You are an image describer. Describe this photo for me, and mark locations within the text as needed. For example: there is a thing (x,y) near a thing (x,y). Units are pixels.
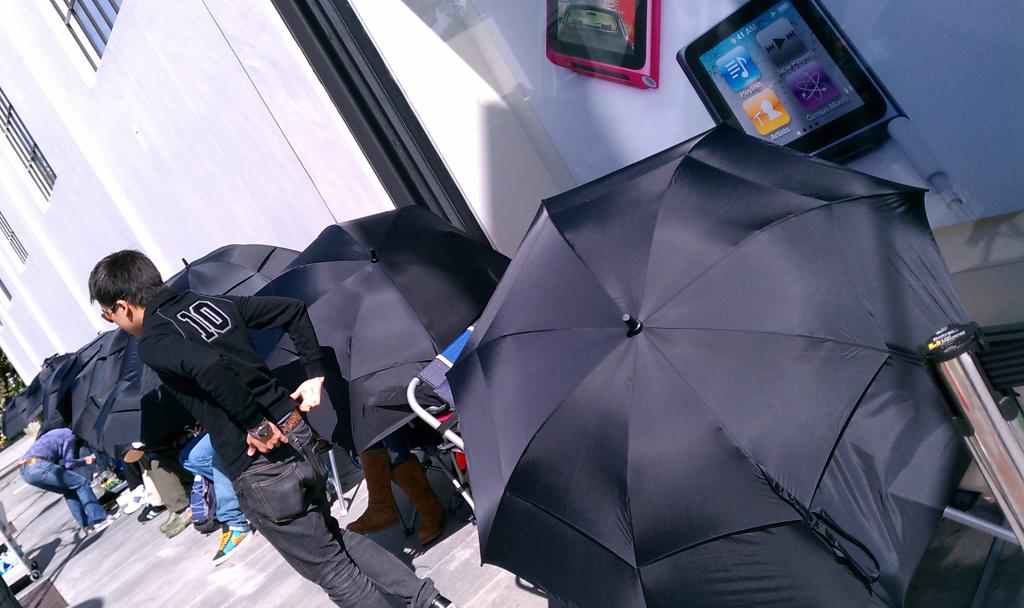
In this picture in the middle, we can see a man (222,376) wearing a black color shirt (248,387) is standing on the land (510,589). On the right side (735,421), we can see an umbrella (742,435), metal rod (1003,435) and few electronic instruments (602,3). On the left side (62,397), we can see a man (24,468) and few umbrellas (119,387), trees (5,366). On the left corner (13,534), we can also see a vehicle (30,569). In the background (385,70) there is a building (530,216), window (107,7), metal grills (86,17) and white color wall (165,151).
